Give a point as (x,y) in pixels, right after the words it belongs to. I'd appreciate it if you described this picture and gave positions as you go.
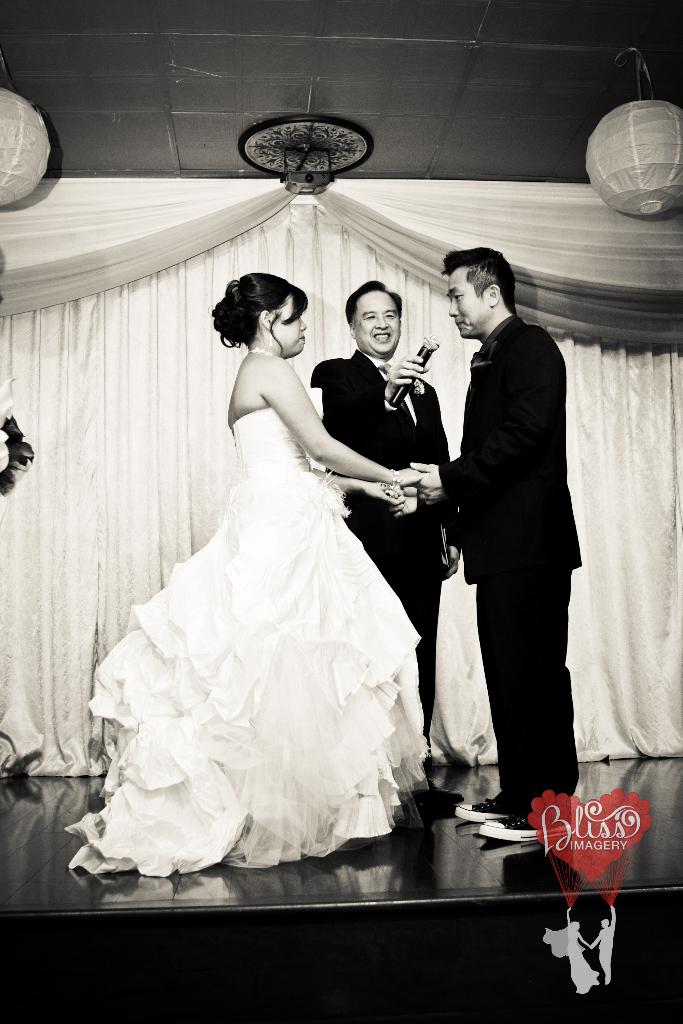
In this picture I can observe a woman (280,485) and a man (475,356) standing in front of each other and holding their hands (366,493). There is another man (428,540) holding a mic (394,404) on the stage (397,858). In the background (120,461) I can observe curtains (155,430). This is a black and white image. On the bottom right side (588,858) I can observe a water mark (618,879).
